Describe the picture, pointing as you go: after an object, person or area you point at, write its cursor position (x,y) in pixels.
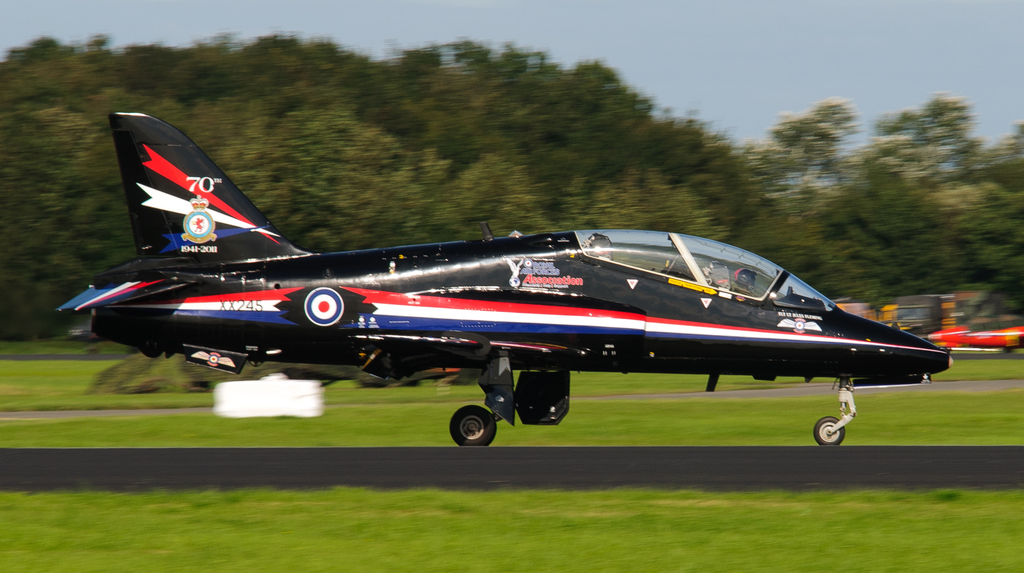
In this image, we can see few people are riding an aircraft (521,330). Here there is a road (364,458) and grass (506,531). Background (999,163) there is a blur view. There are so many trees (508,230). Top of the image (702,28), we can see the sky (721,32).
